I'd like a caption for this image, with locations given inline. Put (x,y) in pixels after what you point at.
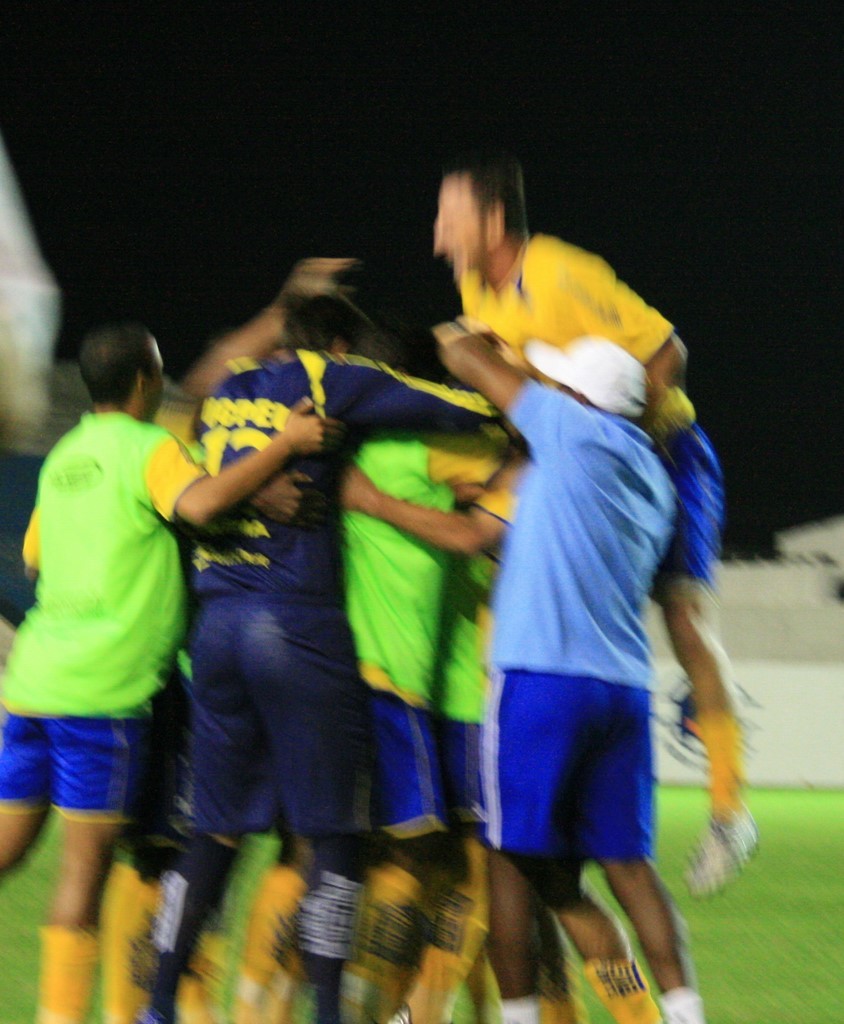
In this picture there are group of persons (419,562) wearing different color dresses (418,569) are standing on a greenery ground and there are some other objects (2,368) in the background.
